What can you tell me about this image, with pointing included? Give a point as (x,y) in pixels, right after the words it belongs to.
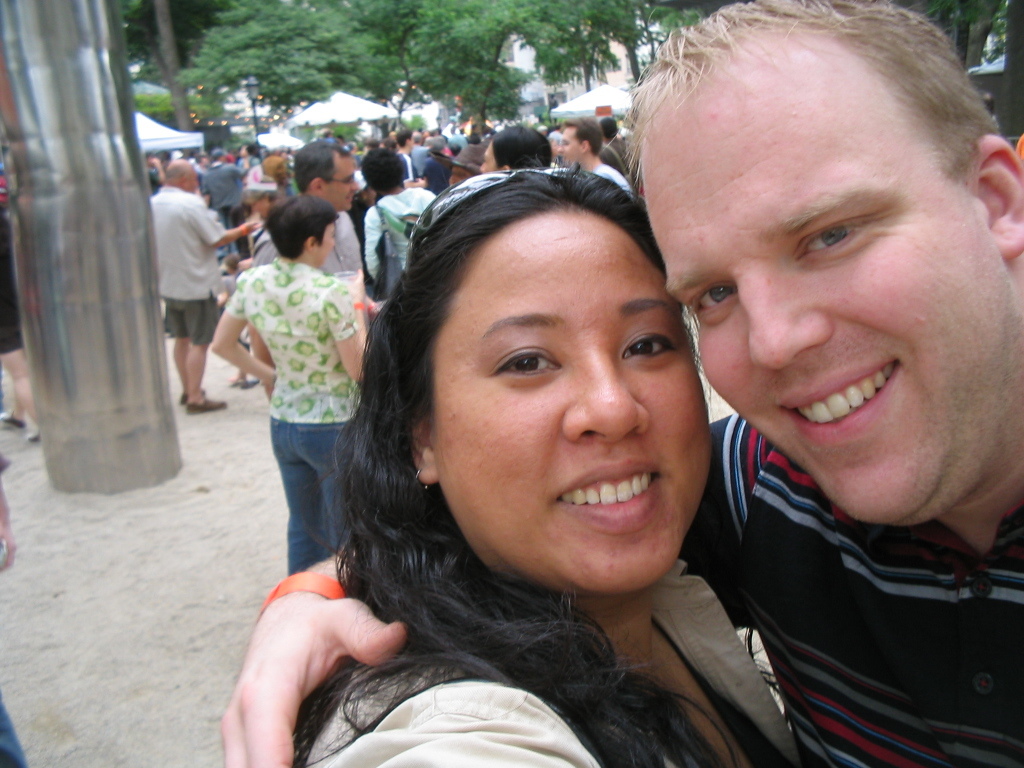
In this picture there are people (1018,588) and we can see sand (153,621) and metal object (160,476). In the background of the image (379,85) we can see tents (155,143) and trees (485,107).
